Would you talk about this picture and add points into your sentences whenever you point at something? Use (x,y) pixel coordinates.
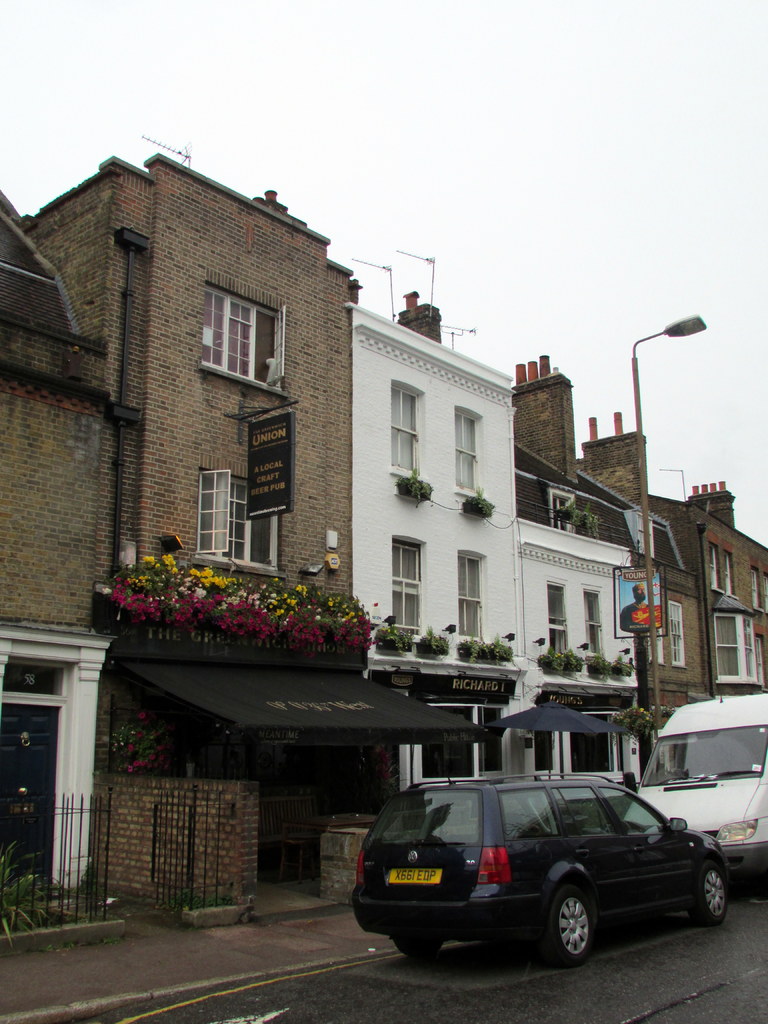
In this image there is a road (480,989) on which there are two cars (679,798). Behind the cars (686,792) there are buildings (321,453) with the windows (208,476). On the footpath (130,920) there is an iron gate (88,860). Below the building (281,548) there is a store (279,686) on which there are flowers (269,621). On the street light (654,688) there is a light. At the top (585,156) there is sky (556,148).
